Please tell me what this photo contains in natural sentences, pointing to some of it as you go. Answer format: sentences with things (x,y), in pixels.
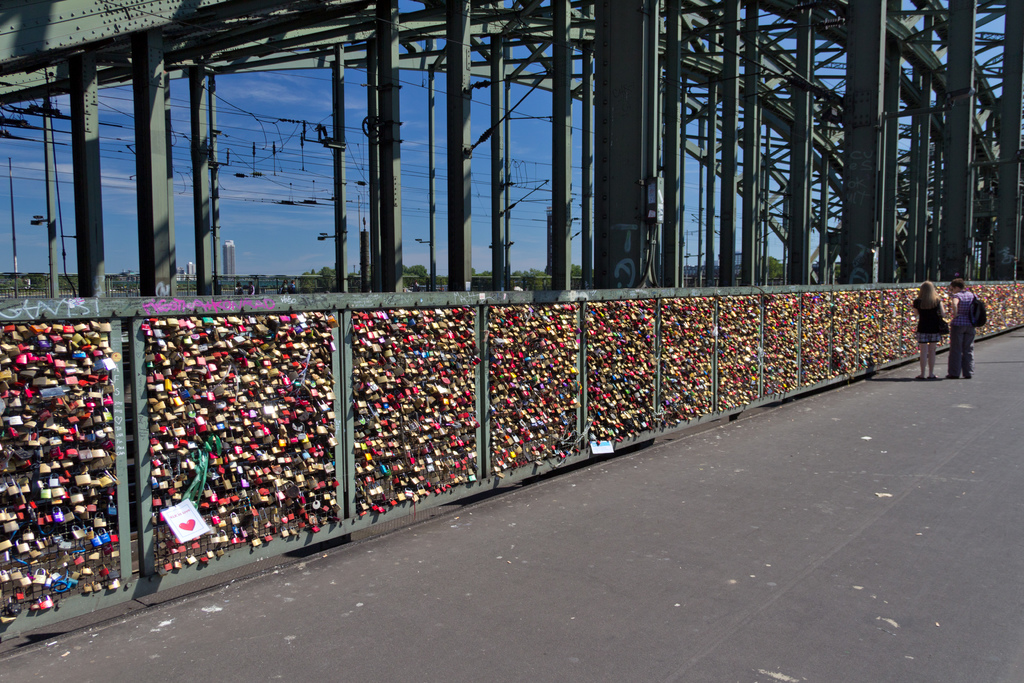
In this image we can see two persons (960,327) carrying bags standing on the road (958,387) and in the background of the image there is fencing (63,310), some electrical wires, bridge (92,285), there are some trees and clear sky (331,176).
